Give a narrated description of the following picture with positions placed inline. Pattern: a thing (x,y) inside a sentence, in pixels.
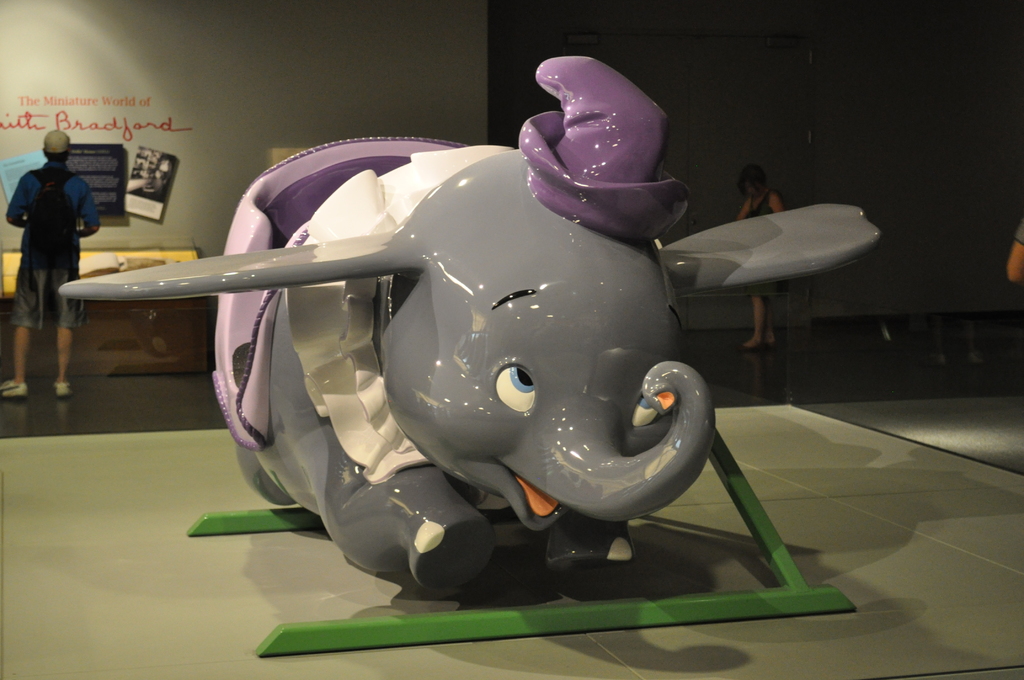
There is a toy elephant (390,370). And it is having a purple hat (599,176). Also there are green stand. And it is on a platform (677,538). In the background (345,83) there is a wall (221,103) and something is written on that. Also there are boards (99,174). A person (69,206) wearing bag (49,240) is standing on the left side (33,319). Near to the person (59,309) there is a table (4,331). Another person (759,182) is standing in the back (747,200).
